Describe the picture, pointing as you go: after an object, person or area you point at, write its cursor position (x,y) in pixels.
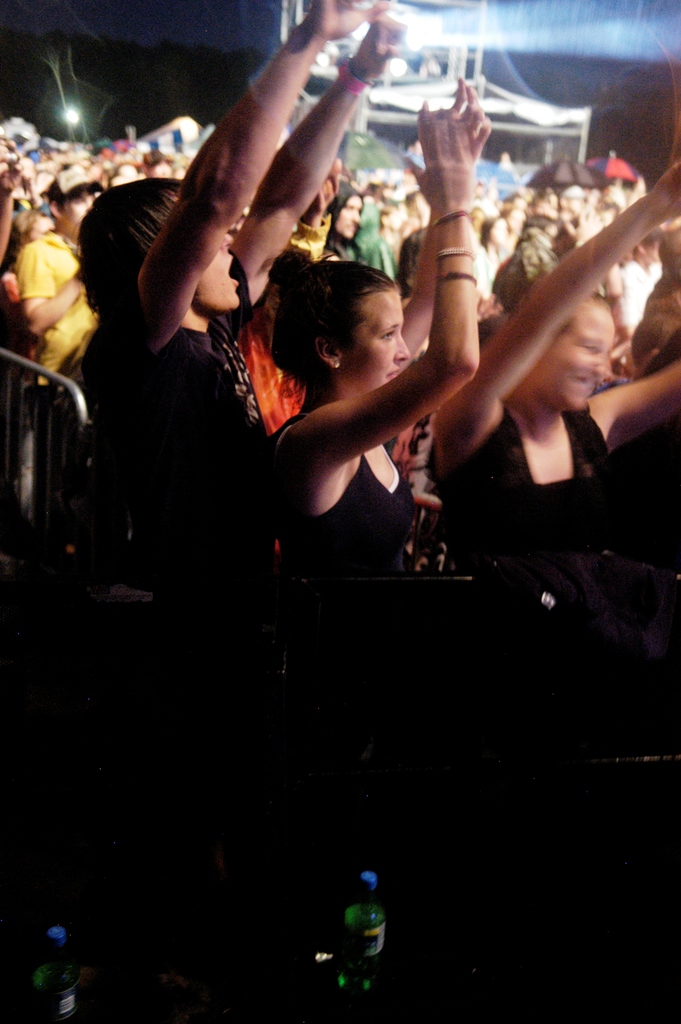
In this picture I can see number of people (323,172) and in the front of this picture (62,933) I can see 2 bottles (368,949) and I see that it is a bit dark. In the background (569,35) I can see the lights (469,8).
